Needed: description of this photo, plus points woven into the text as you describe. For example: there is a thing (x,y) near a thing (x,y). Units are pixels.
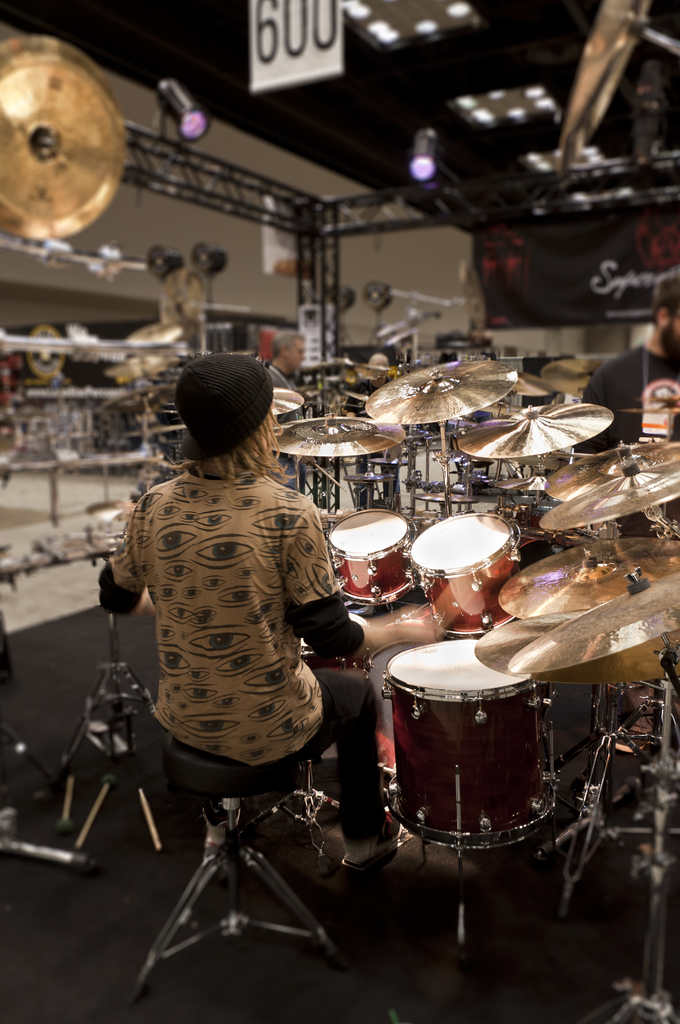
In this picture there is a person (243,720) sitting on a stool (224,780) and playing drums (417,533). In front of the person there are drums (486,579) and cymbals (497,442) on the stands (656,779). There are lights (483,115) and spotlights (419,162) to the ceiling (359,160). To the above there is a board (289,37) hanging with number "600" (287,43) on it. In the background (302,182) there is wall (425,260) and a banner (609,275).
